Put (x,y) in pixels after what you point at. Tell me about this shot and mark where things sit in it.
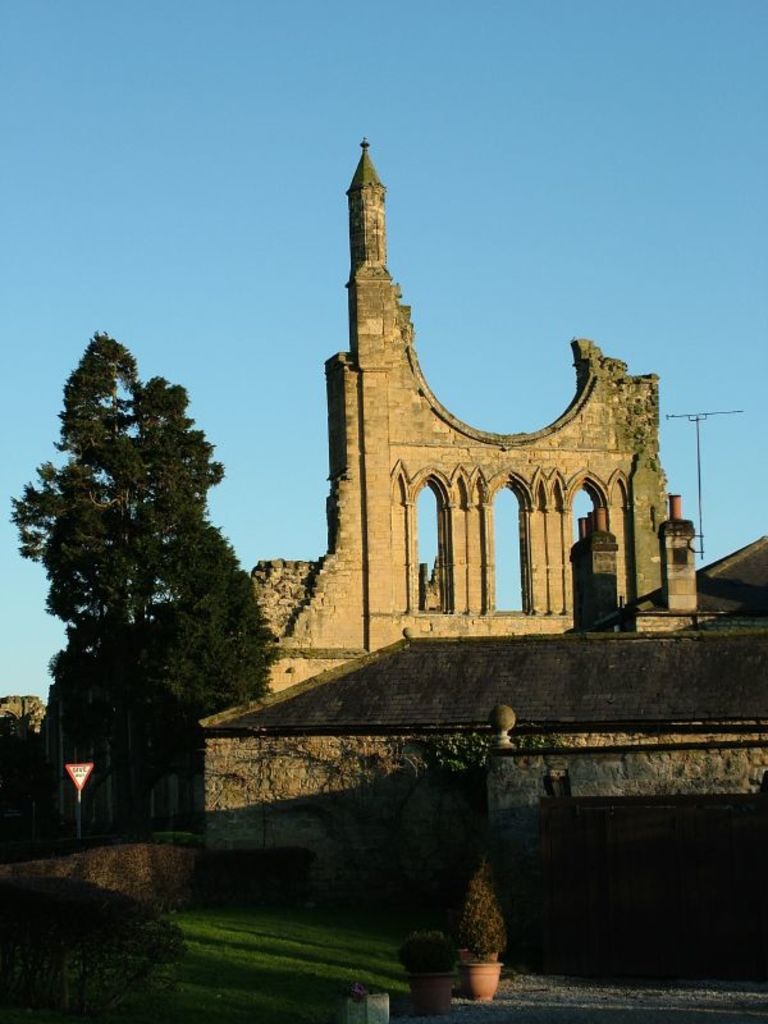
In this image we can see an ancient architecture (461,566). Also there is a tree (158,530). And there is a sign board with pole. On the ground (275,933) there is grass (304,962). Also there are pots (440,973) with plants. In the background (308,240) there is sky (539,257).
